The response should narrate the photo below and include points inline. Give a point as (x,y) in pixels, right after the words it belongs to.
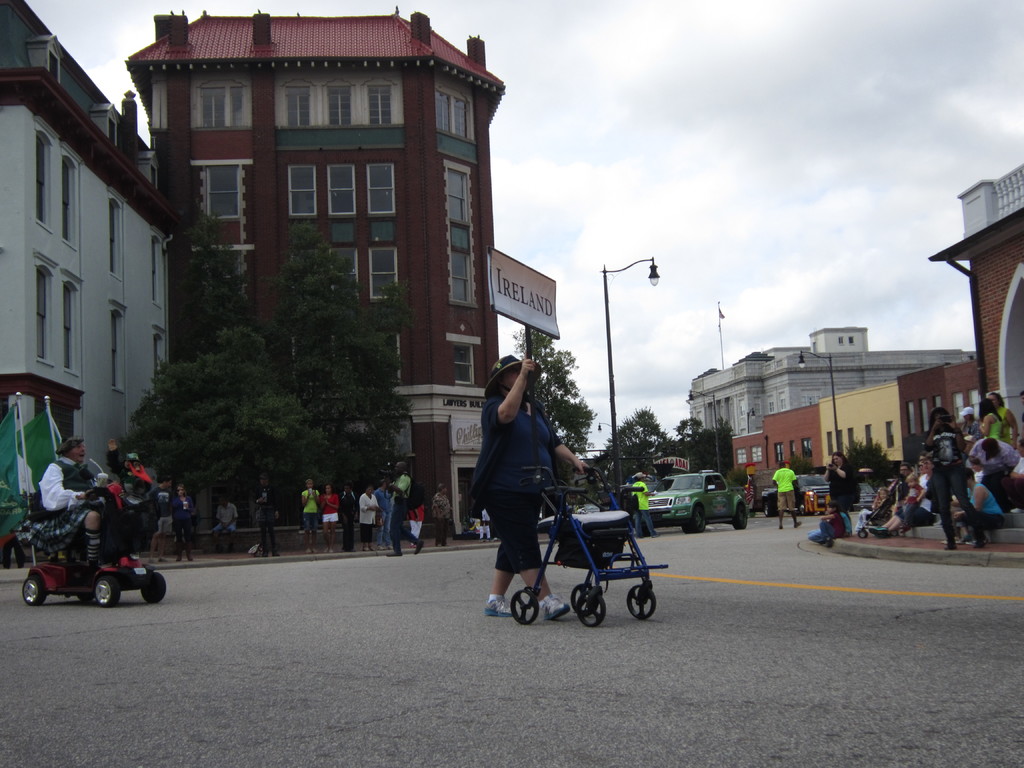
In this picture I can see some people (331,515) standing on the left side (307,501). I can see some people (915,481) sitting on the right side (909,470). I can see the vehicles (732,501) on the road (731,600). I can see the buildings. I can see the trees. I can see the baby carrier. I can see clouds (776,120) in the sky (562,345).
